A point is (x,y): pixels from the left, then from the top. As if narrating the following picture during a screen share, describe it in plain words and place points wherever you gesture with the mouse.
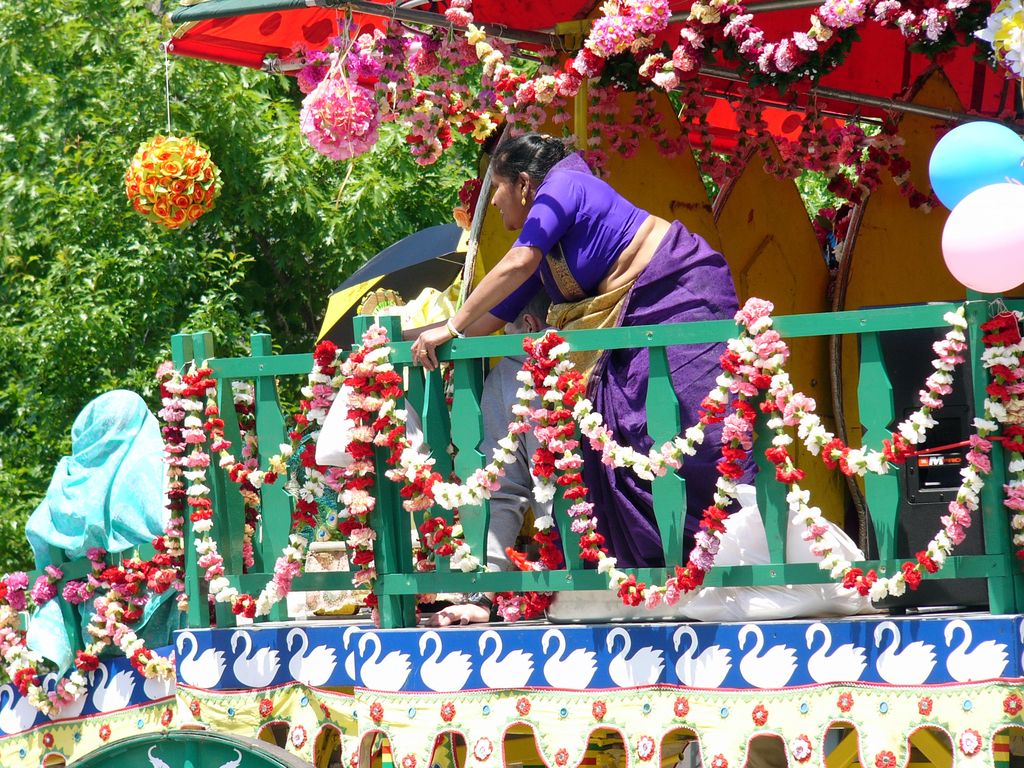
In the image we can see a vehicle (940,711), on the vehicle (768,223) a woman (550,189) is standing and there are some balloons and flowers (347,114). Top left side of the image (278,193) there are some trees (220,263).
